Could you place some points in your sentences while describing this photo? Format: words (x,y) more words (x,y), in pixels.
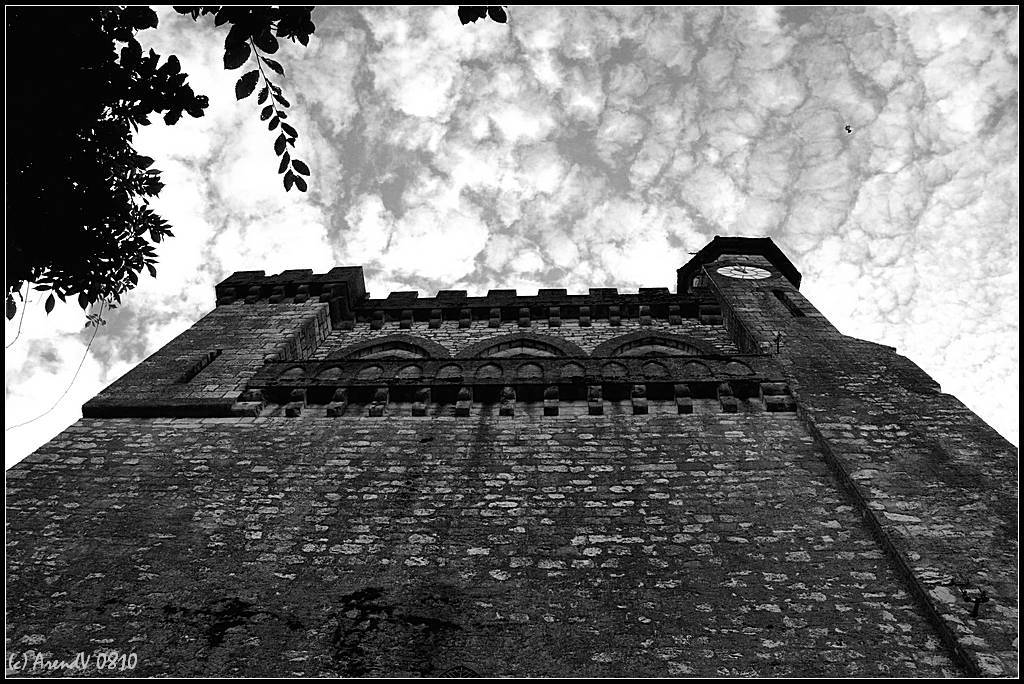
In this image I can see the building (504,475) and the tree (131,166). In the background (527,164) I can see the clouds (512,172) and the sky (449,171).
